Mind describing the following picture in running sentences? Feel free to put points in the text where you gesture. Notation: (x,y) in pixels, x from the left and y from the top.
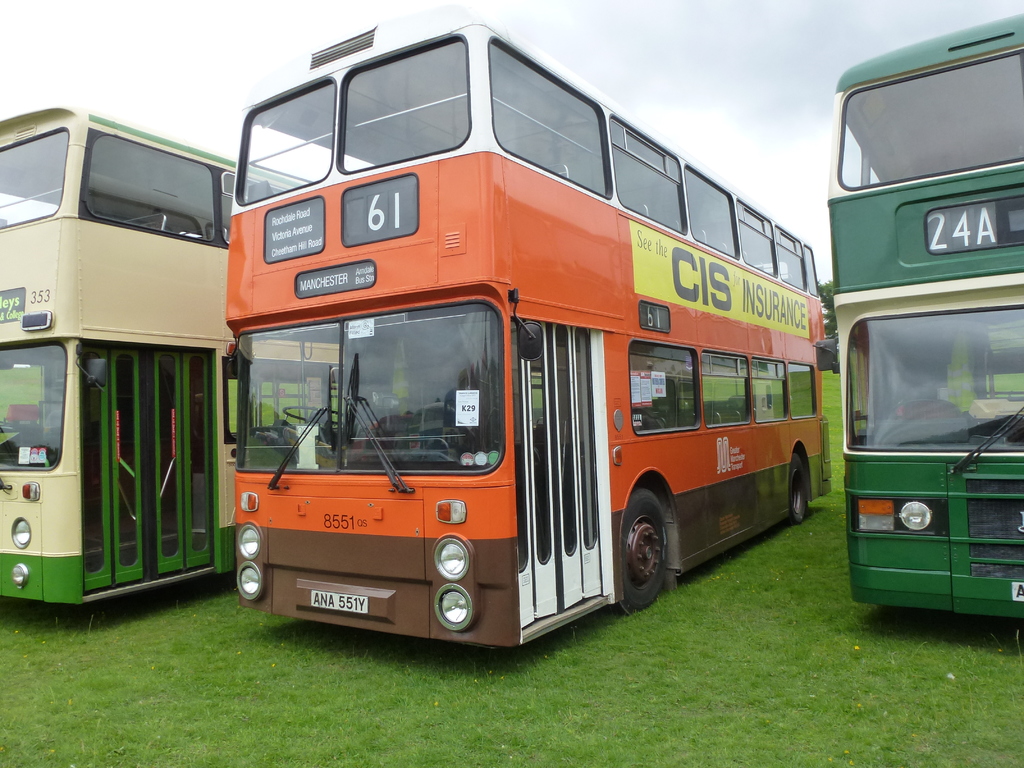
In this image I can see three vehicles (286,397), they are in green and orange color. Background (827,261) I can see grass (821,533) and trees (827,301) in green color and the sky (843,67) is in white color.
